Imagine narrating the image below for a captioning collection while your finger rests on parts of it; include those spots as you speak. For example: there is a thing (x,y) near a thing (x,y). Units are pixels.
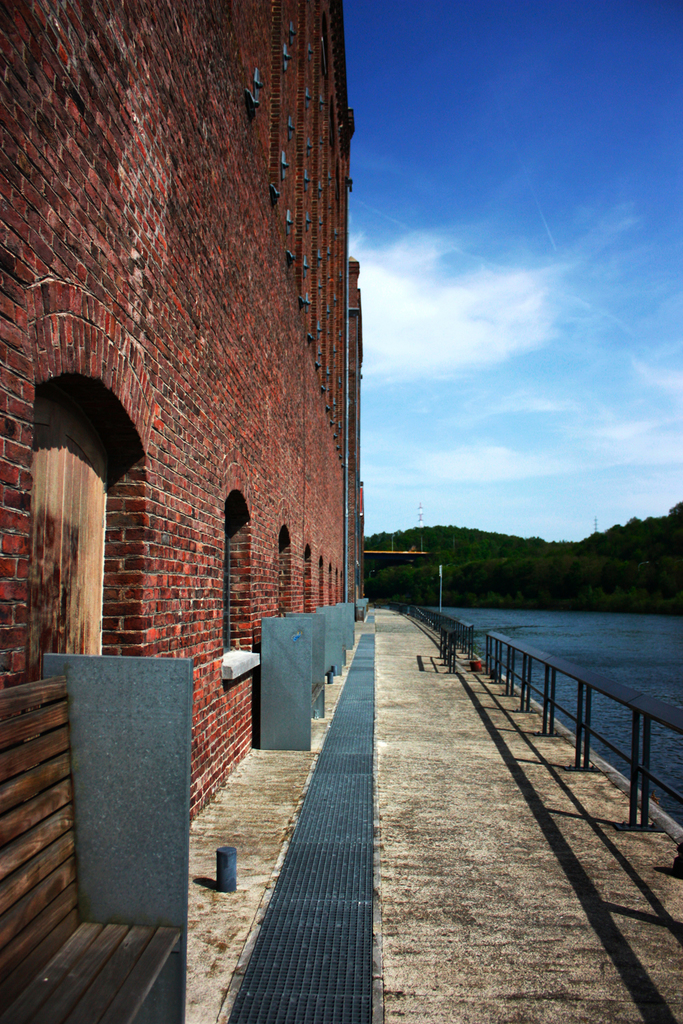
In this image we can see a building (166,621), railings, pipelines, water (492,614), trees (448,553) and sky (496,298) with clouds (443,309).
